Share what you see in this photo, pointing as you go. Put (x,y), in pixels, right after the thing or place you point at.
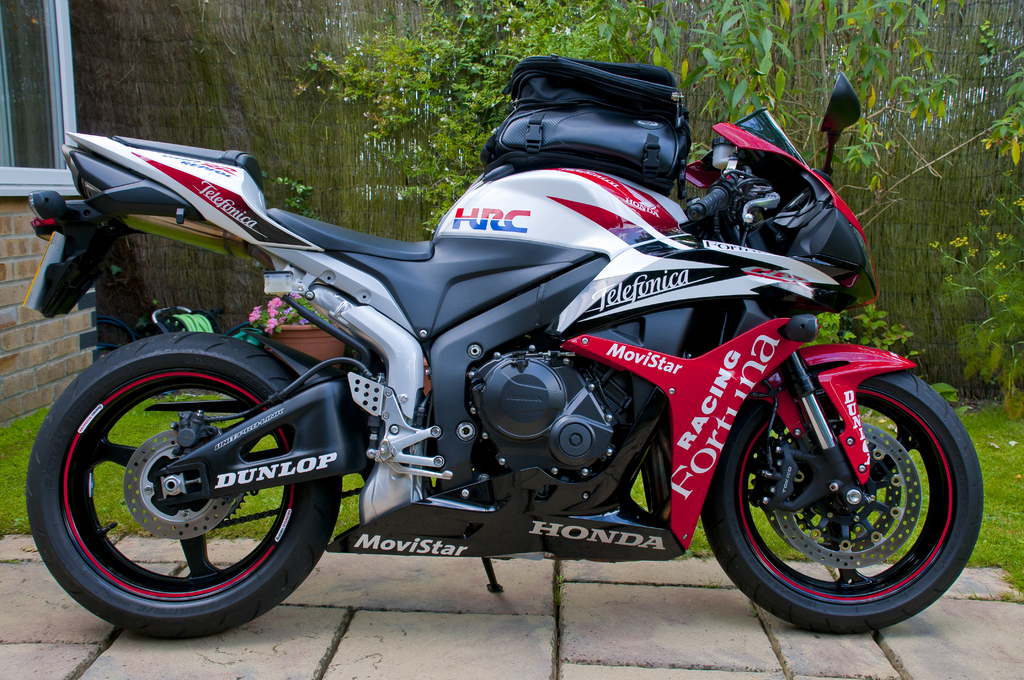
In the center of the image (667,431), we can see a bag (581,153) on the bike (523,323) and in the background (464,54), there are trees (756,53) and a building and we can see a flower pot (319,332) and some plants (891,333).
